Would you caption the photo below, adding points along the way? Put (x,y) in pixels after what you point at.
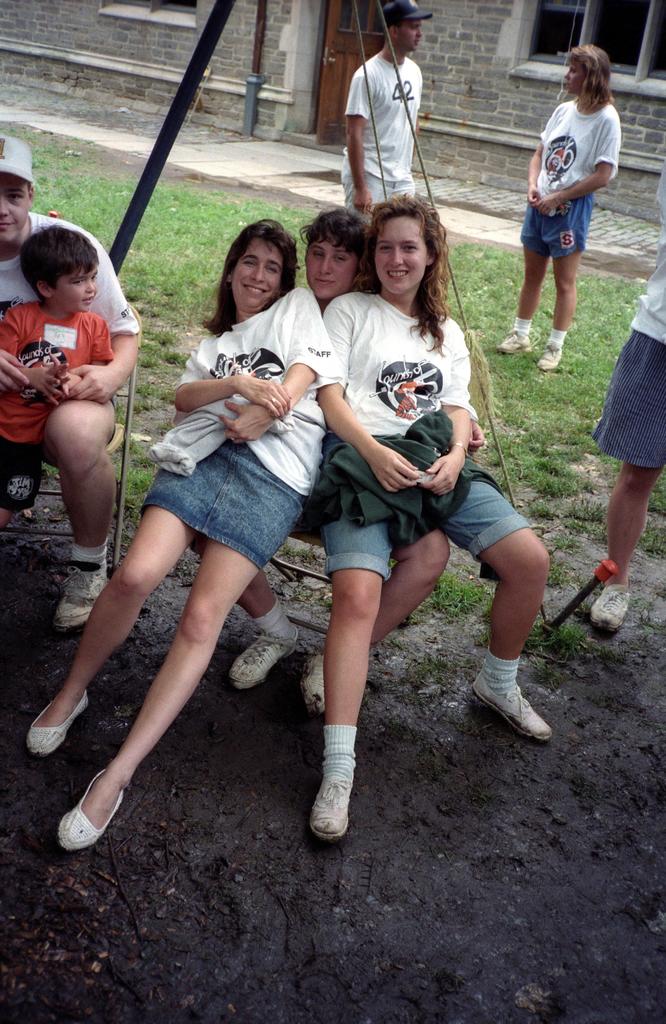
In this image we can see persons (301,421) sitting on the chairs (330,576) and some are standing on the ground (581,541). In the background (226,98) we can see walls (479,59), windows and a door (340,29).
